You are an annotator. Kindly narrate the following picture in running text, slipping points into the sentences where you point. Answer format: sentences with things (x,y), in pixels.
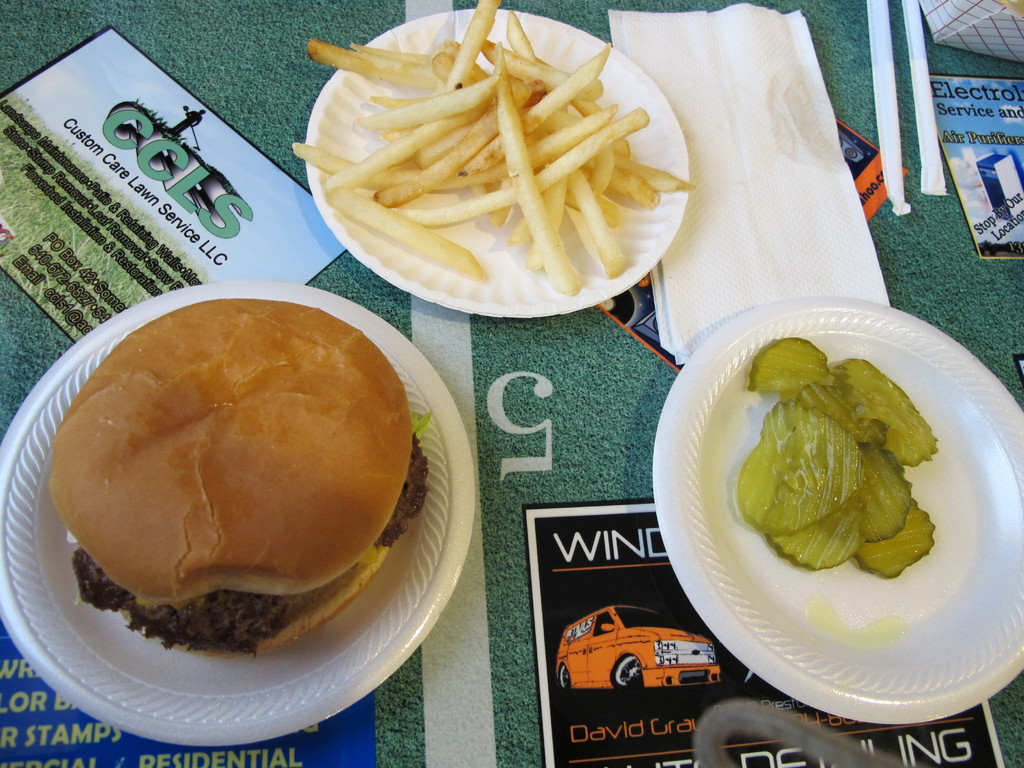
In this picture, we see a plate (460,473) containing burger (339,550), a plate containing french fries (452,155) and a plate (748,576) containing pickles (835,496) are placed on the green table (595,390). We even see tissue papers (726,246) and posters (634,539) are placed on the table (885,276).
